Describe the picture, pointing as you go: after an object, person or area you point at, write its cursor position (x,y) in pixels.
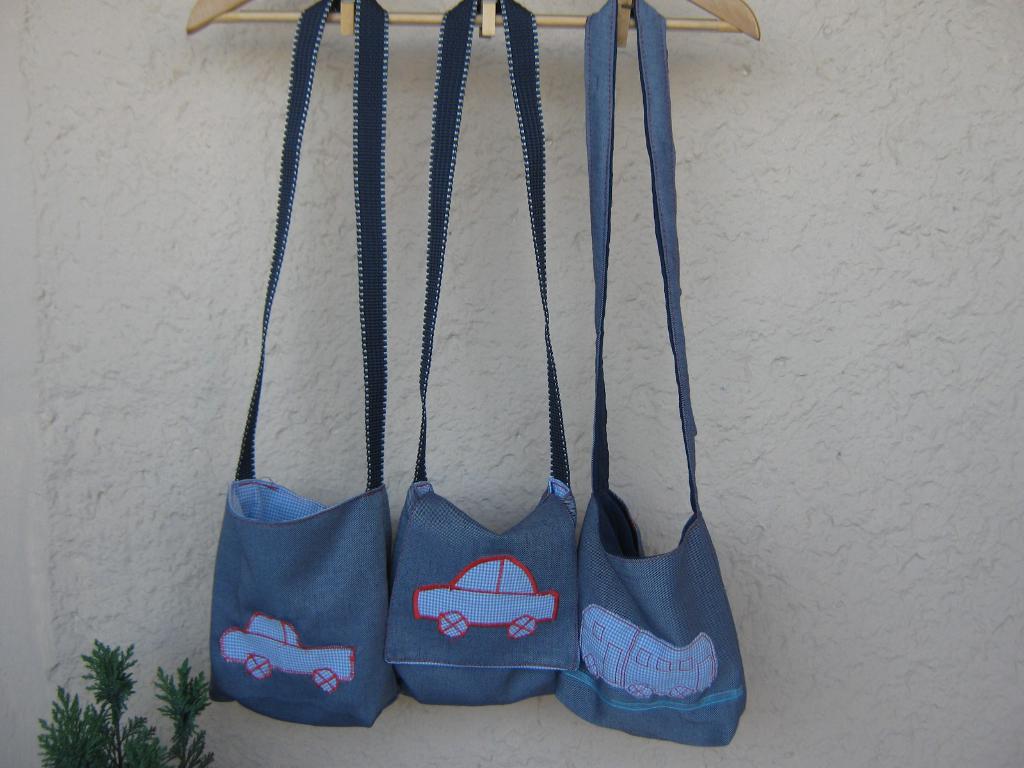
In the picture there are three bags (556,584) hanging on to a hanger (711,23) and on the left side (109,716) corner there is a plant (74,730).
